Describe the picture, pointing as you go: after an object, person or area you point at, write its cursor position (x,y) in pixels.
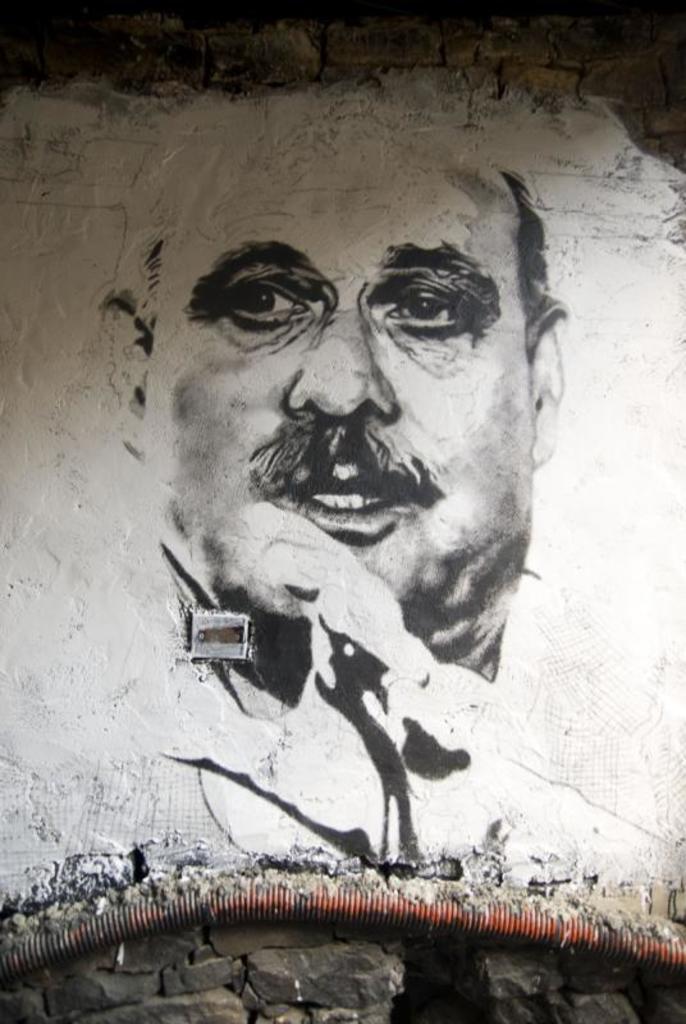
In this picture there is a sketch (343,334) on a wall (411,414) in the center of the image (326,465) and there is a pipe (150,920) at the bottom side of the image (368,923).
